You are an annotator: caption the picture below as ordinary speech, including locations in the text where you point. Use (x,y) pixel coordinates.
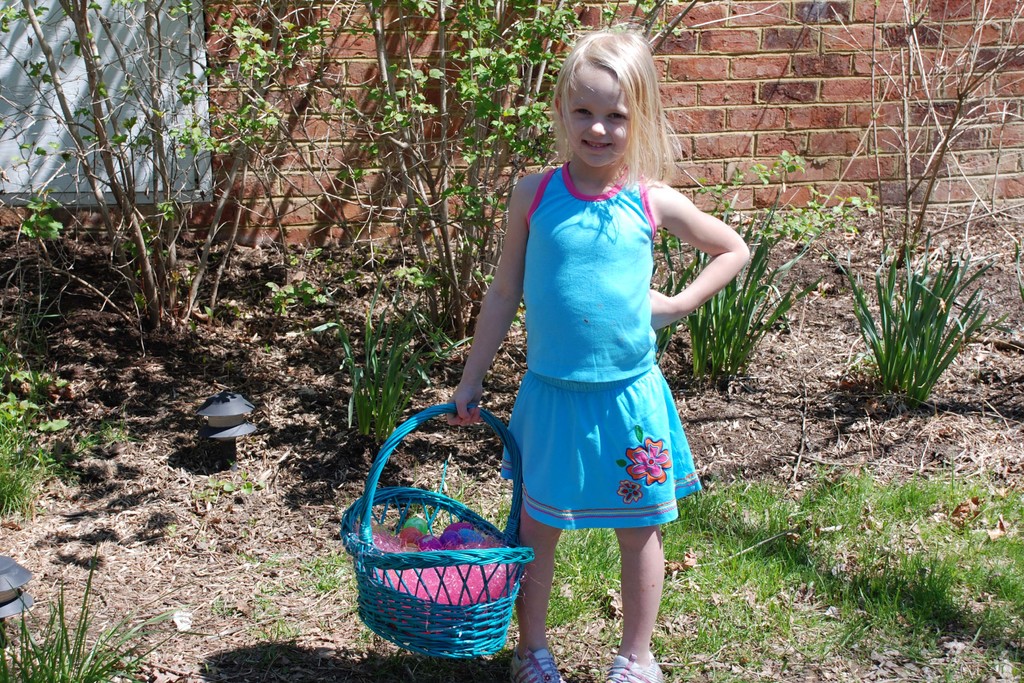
In this image we can see one girl (568,132) standing and holding a basket (471,578) with balls (450,544). There are two lights (4,593) on the surface (167,430), one big wall (229,100) and white door (147,90) back side of the girl (582,125). There are some trees (377,146), bushes (426,144), plants (938,313) and grass (811,535) on the surface (156,590).
